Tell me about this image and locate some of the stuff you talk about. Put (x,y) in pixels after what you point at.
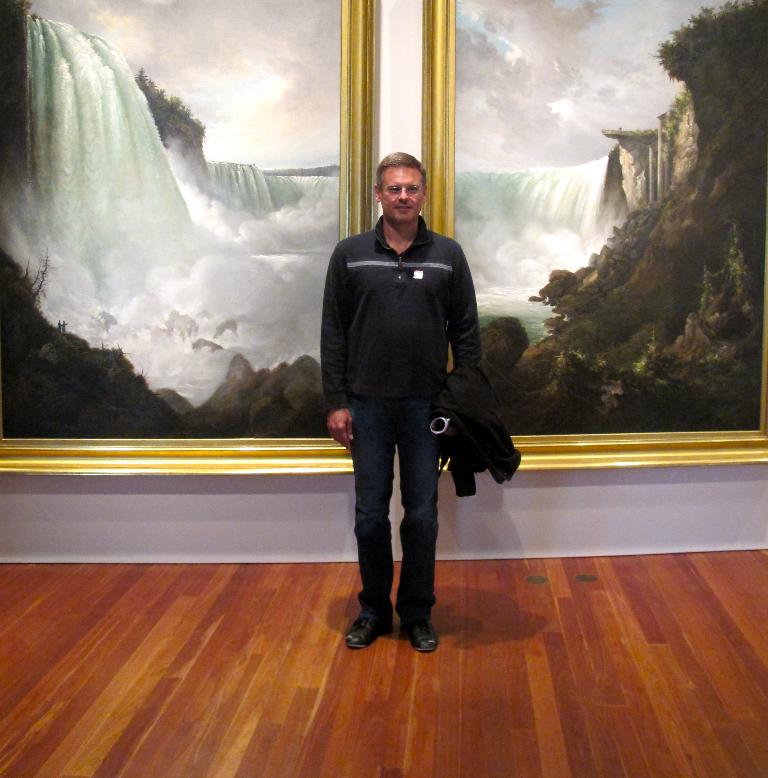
In this picture I can see a man (392,445) is standing on the floor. The man (389,476) is wearing black color dress (379,432), shoes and holding clothes (460,427). In the background (341,186) I can see photo (302,158) on the wall (395,484). On the photo (318,211) I can see waterfall (290,263), the sky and trees (742,103).
